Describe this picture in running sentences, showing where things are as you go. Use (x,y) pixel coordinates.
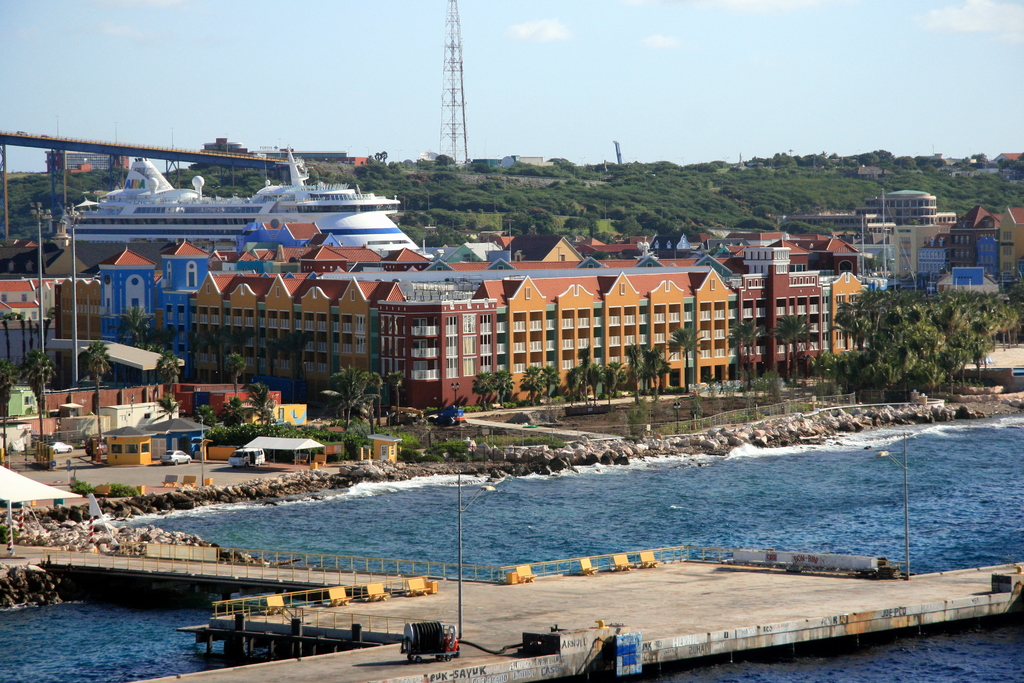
In this image we can see the buildings (349,276), sheds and the water (817,468). We can see a ship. And we can see the surrounding trees (553,224), stones (287,483). We can see the bridge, few vehicles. There are clouds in the sky (573,133).
